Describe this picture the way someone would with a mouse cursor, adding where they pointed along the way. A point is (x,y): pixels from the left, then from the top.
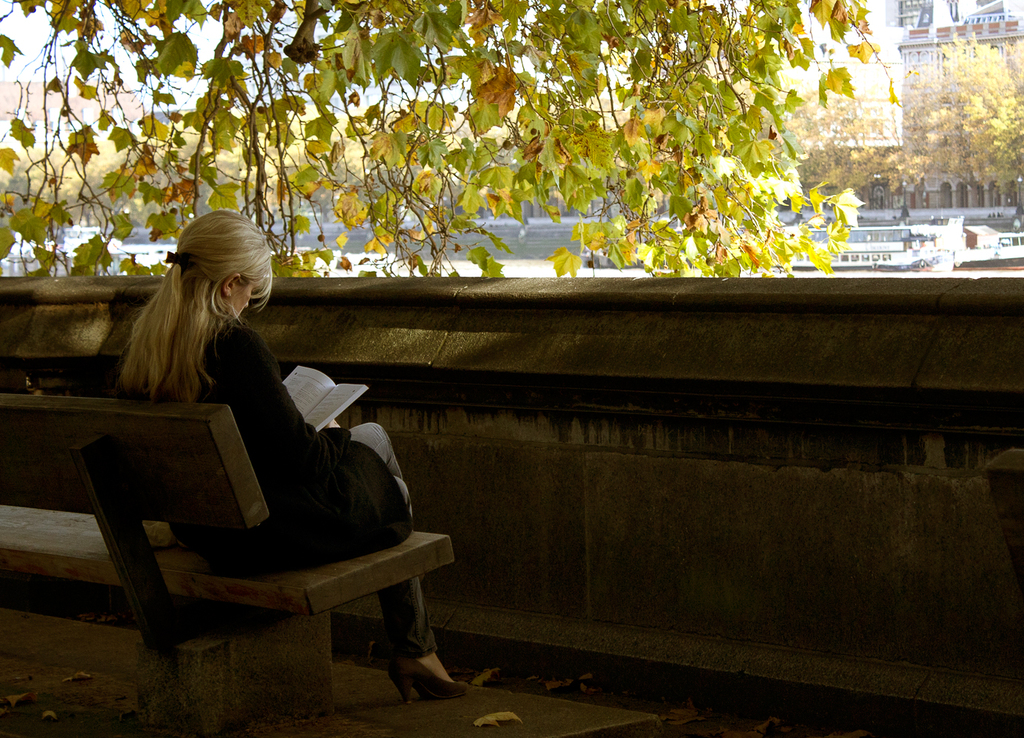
A woman (207,285) is reading a book (306,405) sitting on a bench (183,597) beside a barrier wall (405,320).
